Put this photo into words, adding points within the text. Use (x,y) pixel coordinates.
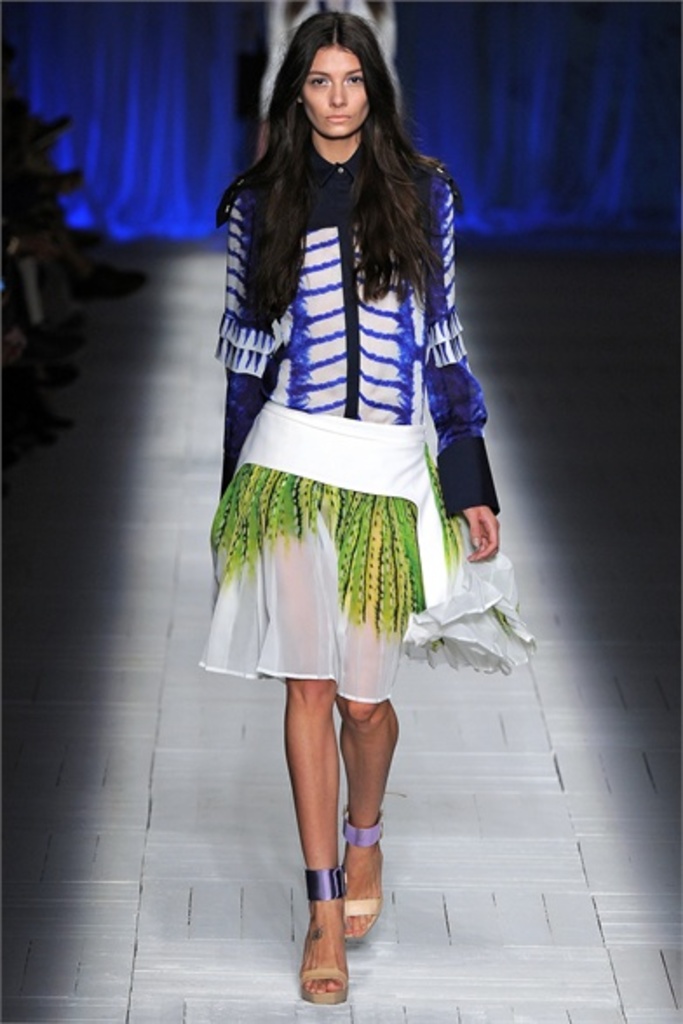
In the image there is a woman (370,454) in purple top (384,371) and green bottom (361,545) walking on the ramp (208,511) and in the back (551,128) there is violet curtain (187,128).
